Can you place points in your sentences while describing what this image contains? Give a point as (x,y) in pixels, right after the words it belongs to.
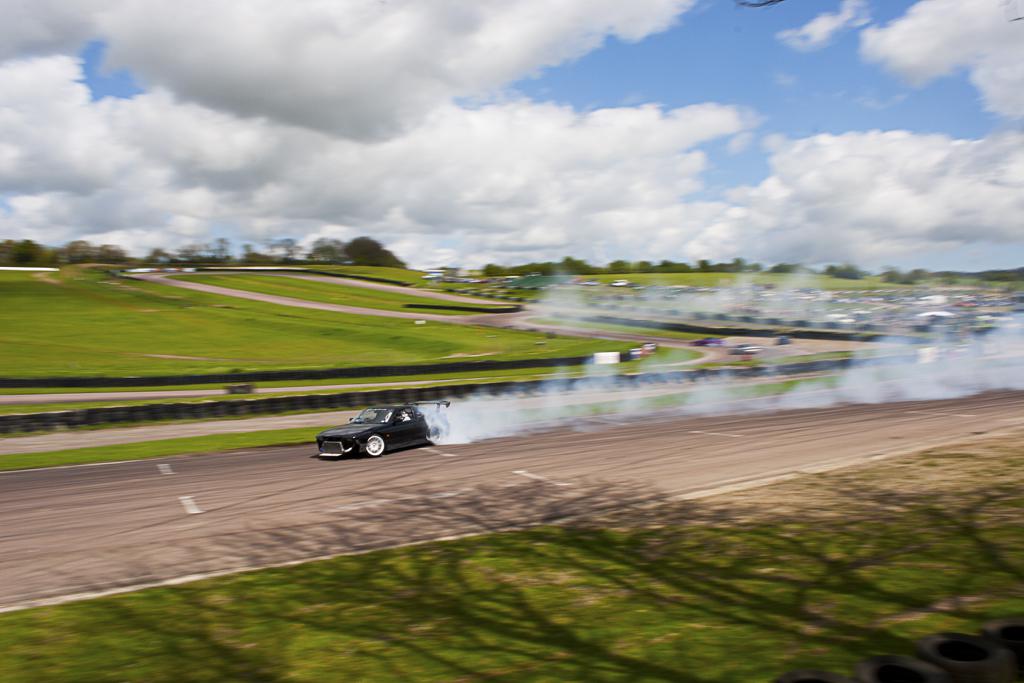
In this picture we can see a car (430,442) traveling on the road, at the bottom (515,592) there is grass (634,575), we can see smoke (871,367) on the right side (919,362), in the background (743,351) we can see some vehicles (841,304) and trees (372,250), there is the sky (467,189) and clouds (477,117) at the top of the picture (478,68).
